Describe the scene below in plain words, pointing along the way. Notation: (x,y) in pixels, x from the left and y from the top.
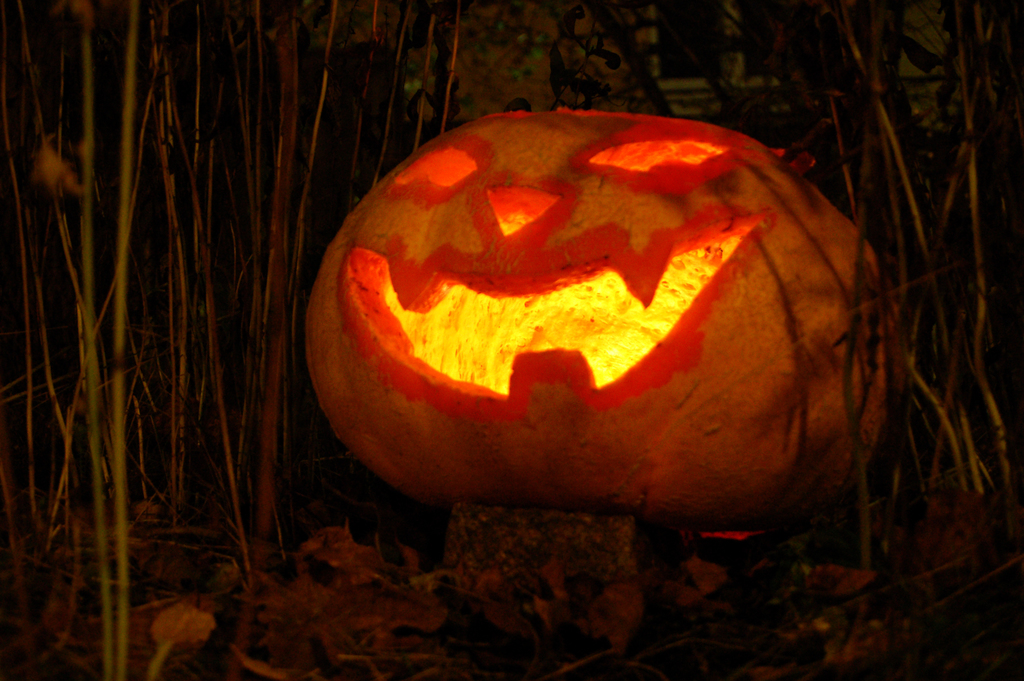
In this image we can see pumpkin (508,300) with carvings (622,337). Also there is light (633,343) inside the pumpkin (627,355). On the ground (492,619) there are dried leaves (546,609) and stems (975,244). In the background (616,99) it is dark.
